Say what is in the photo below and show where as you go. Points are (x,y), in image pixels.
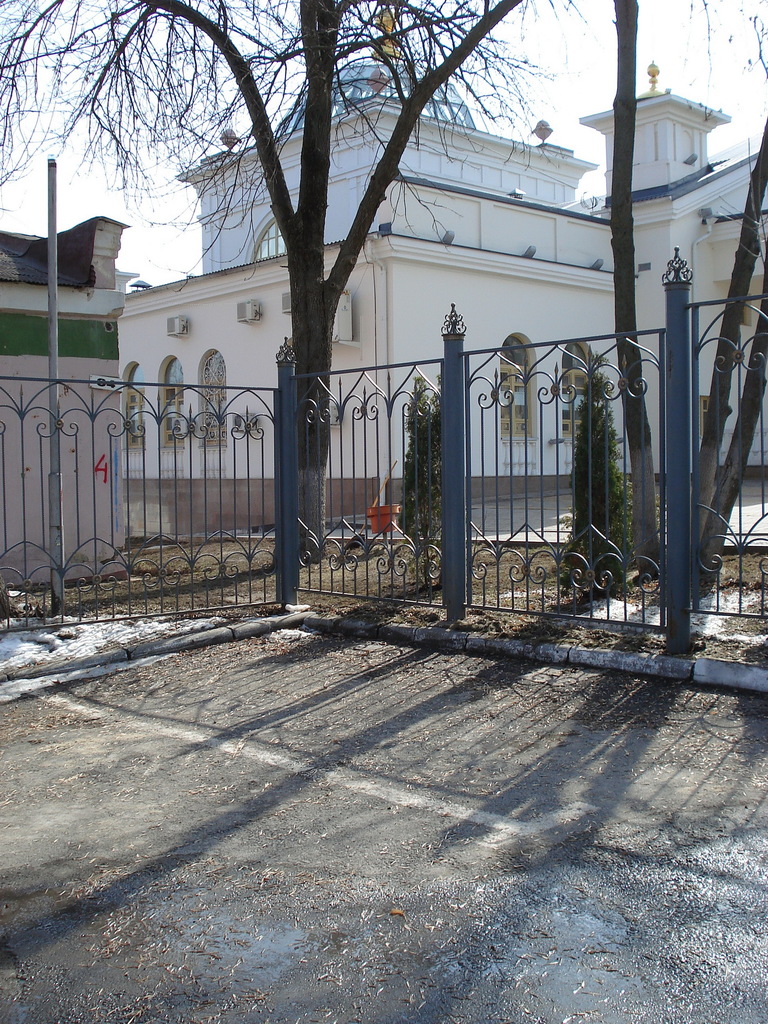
In this image we can see a grey color fencing (446,534). Behind the fencing (306,531) white color building (447,271) and a tree (323,240) is present.
